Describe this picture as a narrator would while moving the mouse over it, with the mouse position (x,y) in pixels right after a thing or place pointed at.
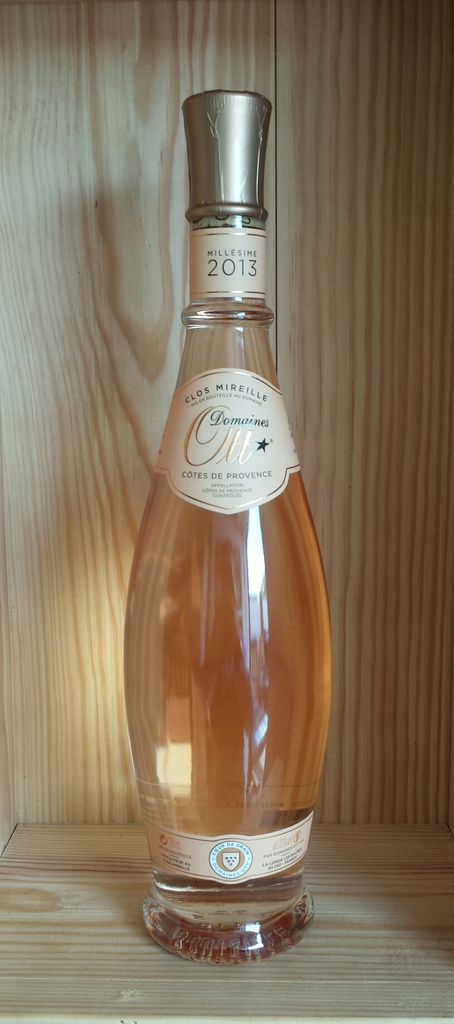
In this picture there is a wine bottle (248,107), kept in wooden shelf (373,671) there are some labels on it and there is a knob (188,126) given on it
